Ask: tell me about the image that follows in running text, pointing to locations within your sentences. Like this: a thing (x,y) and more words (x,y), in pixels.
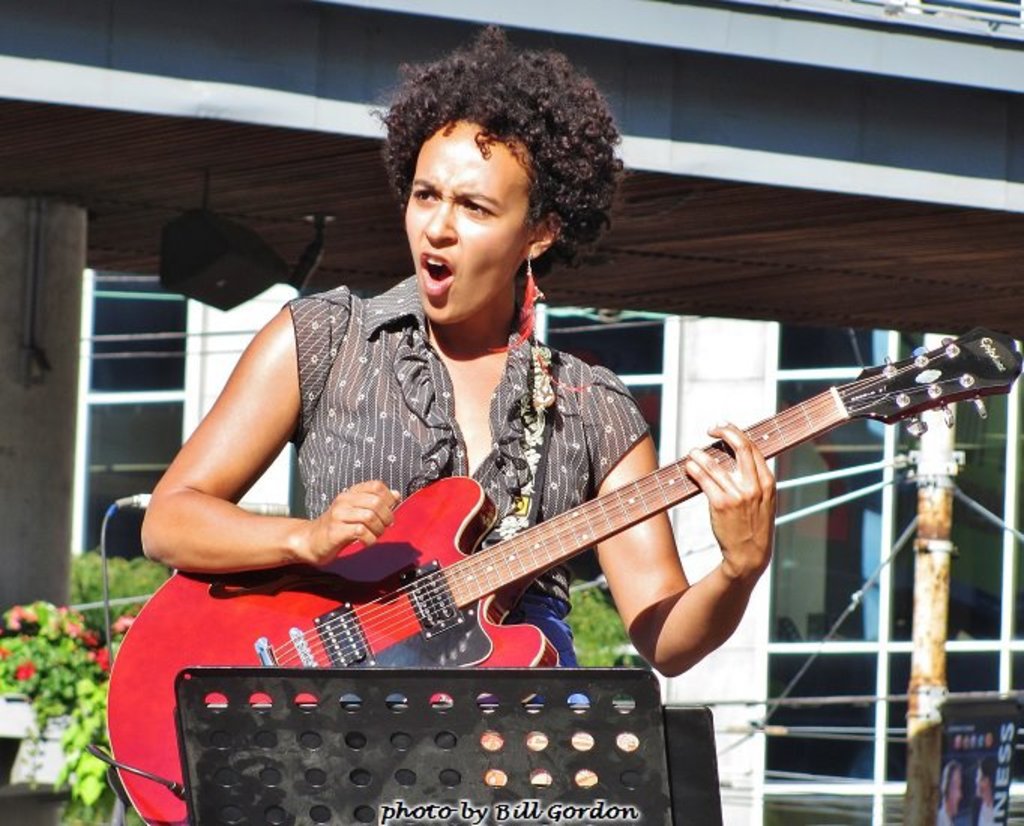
In the middle of the image (582,418) a woman (595,404) is standing and playing guitar (460,482) and singing. Behind her there is a building (333,107). Bottom left side of the image (101,649) there are some plants (75,567).
